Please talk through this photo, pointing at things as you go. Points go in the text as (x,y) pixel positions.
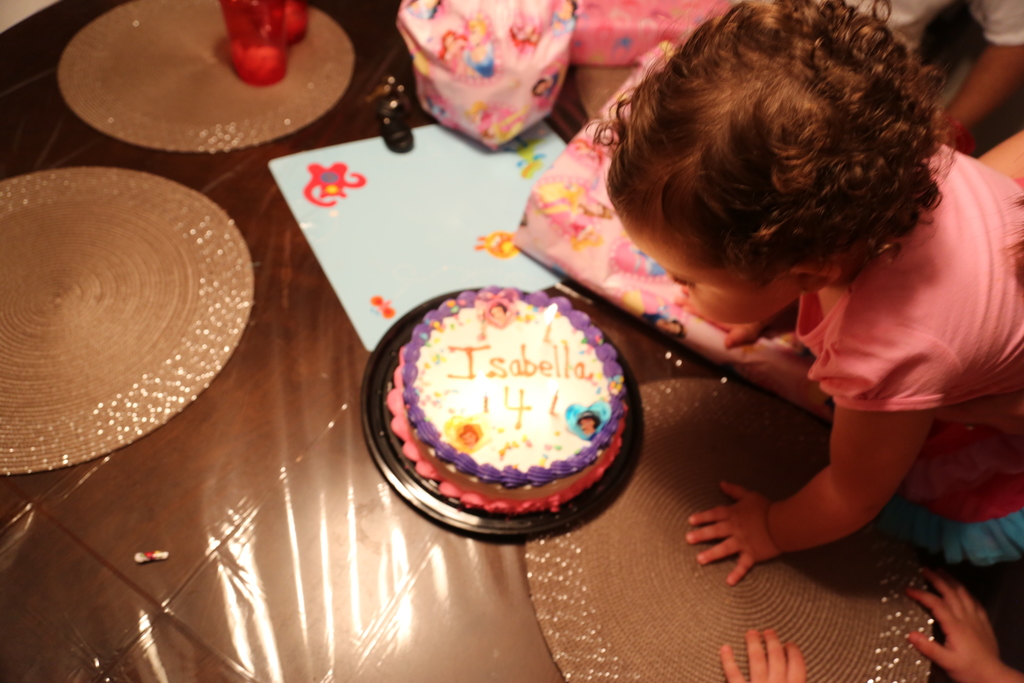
In this image I can see a cake (432,368) and some objects (348,201) on the brown color table (296,313). I can see a child (943,263) wearing pink color dress (911,292) and back I can see few people (993,645).
